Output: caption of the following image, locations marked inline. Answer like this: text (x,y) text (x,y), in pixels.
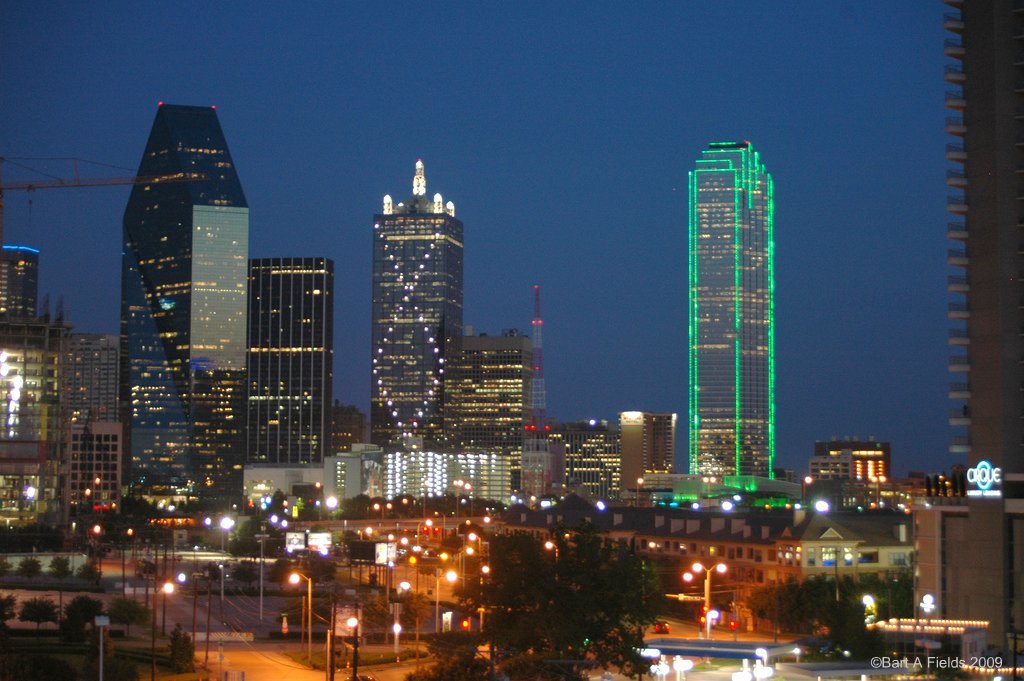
In this image, we can see buildings (571,428), towers (210,397), lights (914,625), poles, boards (348,613), trees (601,611) and we can see some vehicles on the road (404,666). At the bottom (955,665), there is some text (975,665). At the top (616,152), there is sky (555,133).
